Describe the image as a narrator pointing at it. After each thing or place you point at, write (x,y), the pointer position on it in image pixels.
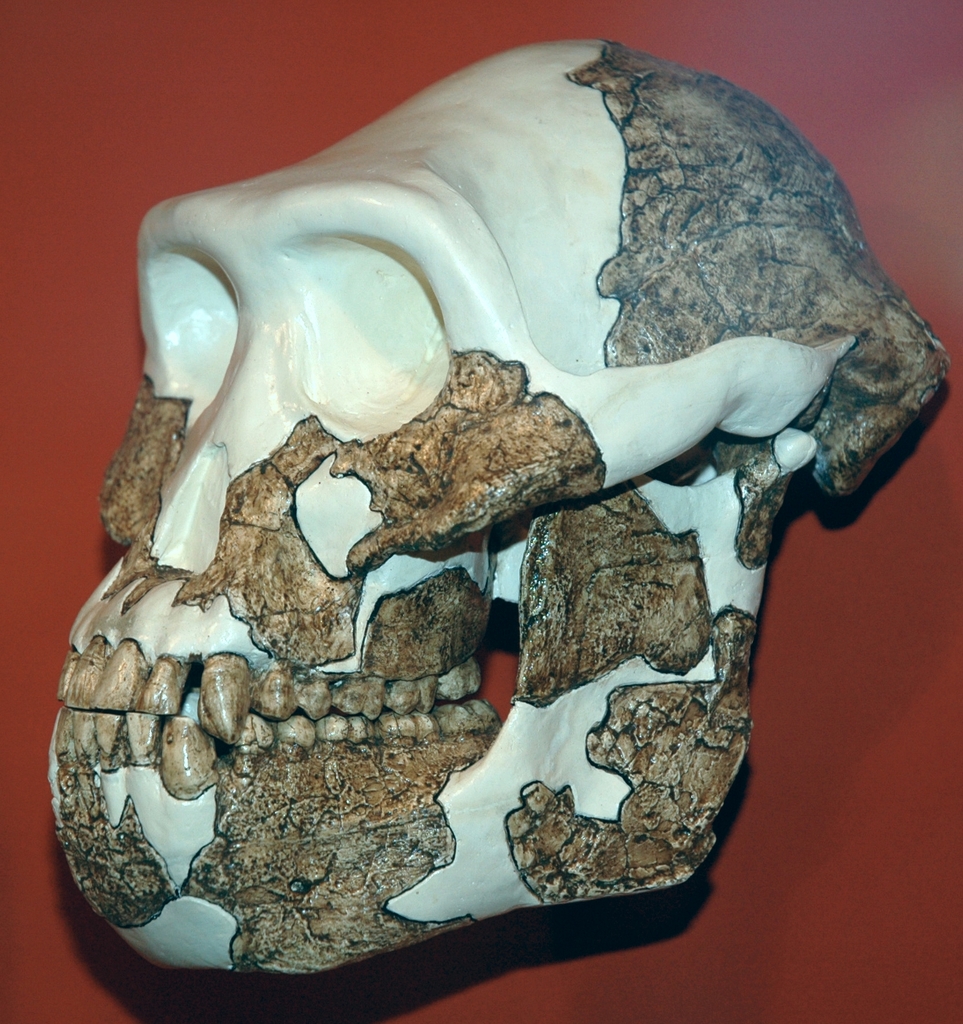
In this image we can see a skull (628,656), here is the teeth (450,683).
